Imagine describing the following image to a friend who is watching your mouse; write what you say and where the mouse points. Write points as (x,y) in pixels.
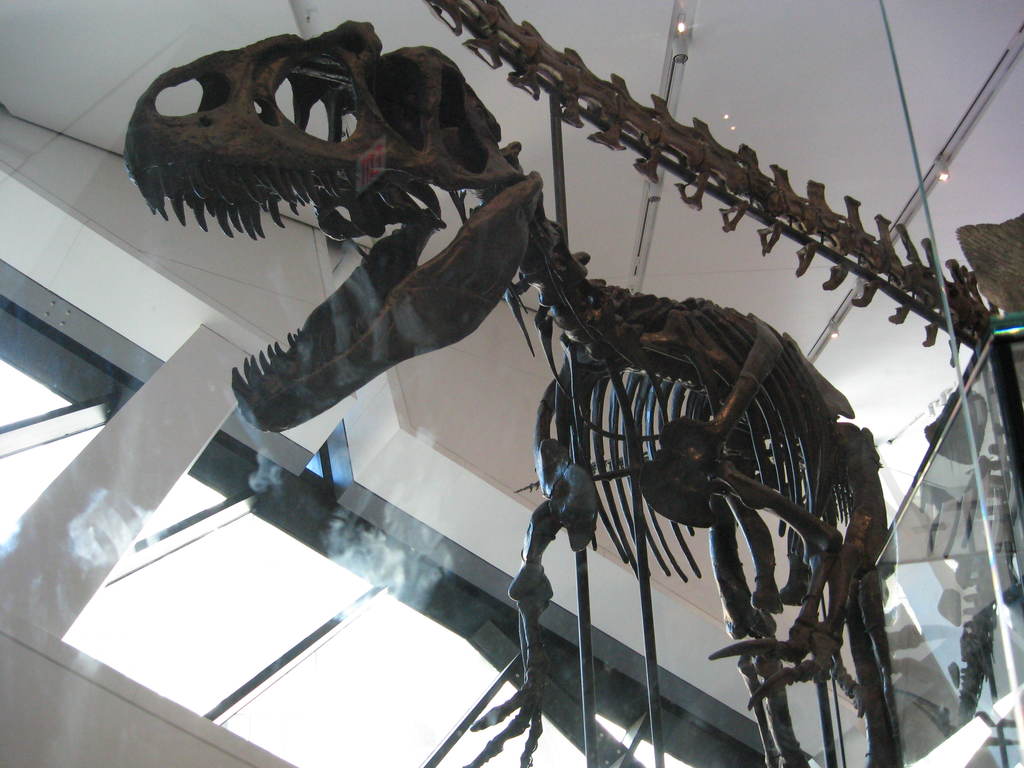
In the image we can see there is a bone statue of a dinosaur (577,396) kept in the building (372,476).
